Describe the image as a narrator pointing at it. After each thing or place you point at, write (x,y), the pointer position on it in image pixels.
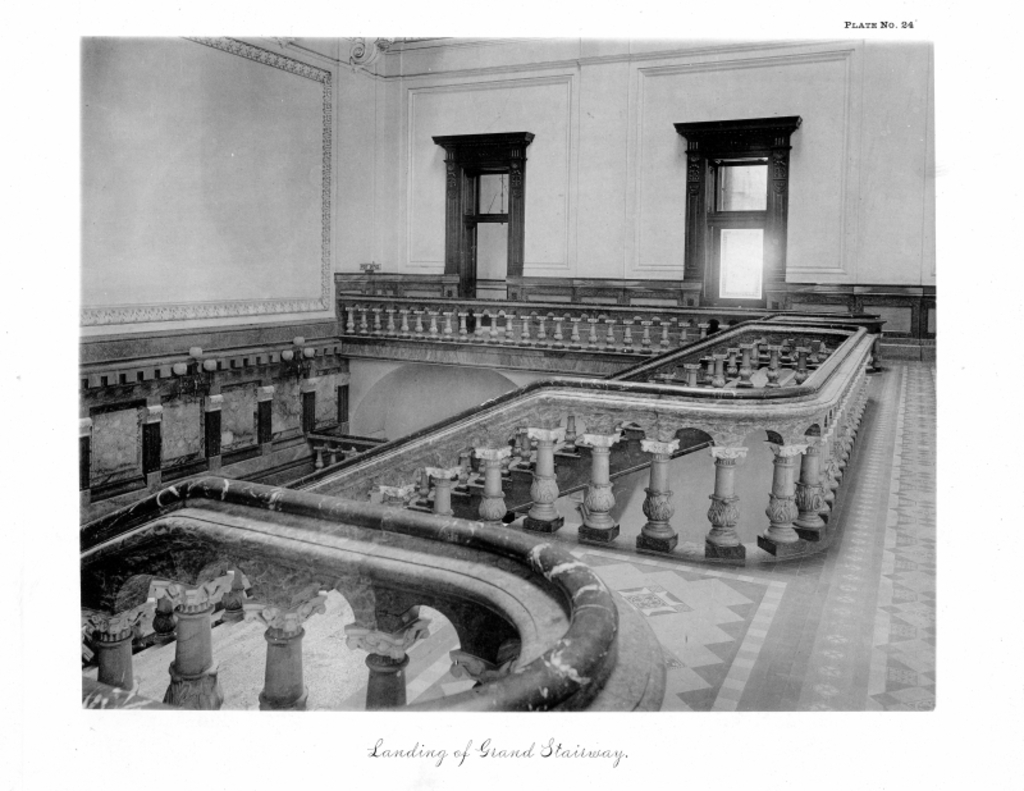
In this image I can see the inner part of the building (748,386). I can see the railing (721,495), doors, wall (924,356) and stairs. The image is in black and white.
